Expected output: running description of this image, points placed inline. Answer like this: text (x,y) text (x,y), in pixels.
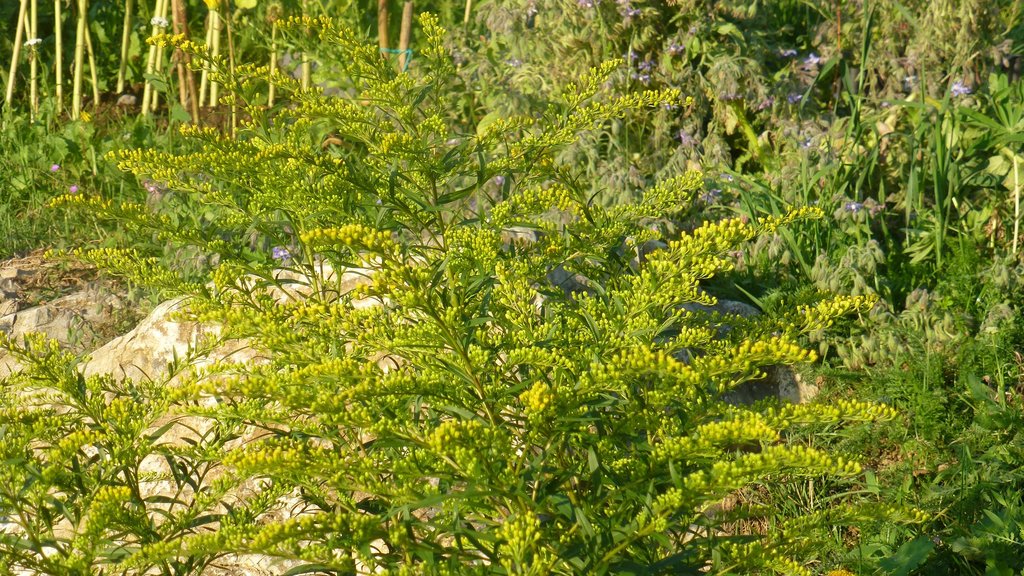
There are trees (292,355) having yellow color flowers (301,190). In the background (936,494), there are plants (489,20) and trees (174,191) on the ground (743,529).
